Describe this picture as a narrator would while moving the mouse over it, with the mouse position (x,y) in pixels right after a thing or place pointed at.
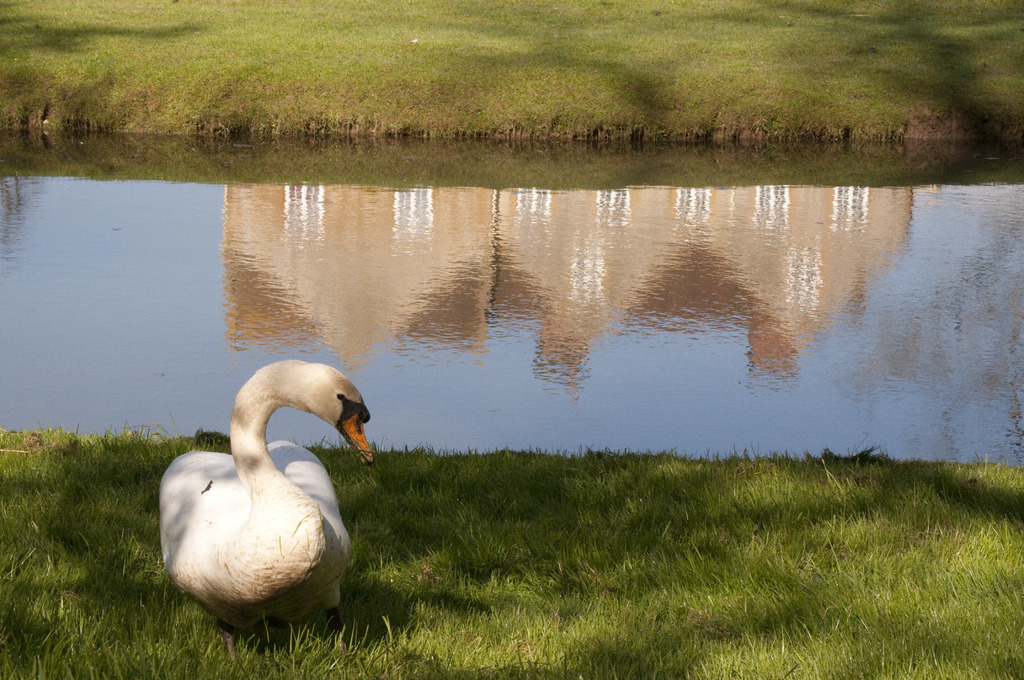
In the image we can see there is a swan (296,586) standing on the ground (438,592) and ground (662,593) is covered with grass (642,549). There is water (475,278) and reflection (563,261) of building (458,285) can be seen in the water (841,392). Behind there is a ground (463,56) covered with grass (107,49).
